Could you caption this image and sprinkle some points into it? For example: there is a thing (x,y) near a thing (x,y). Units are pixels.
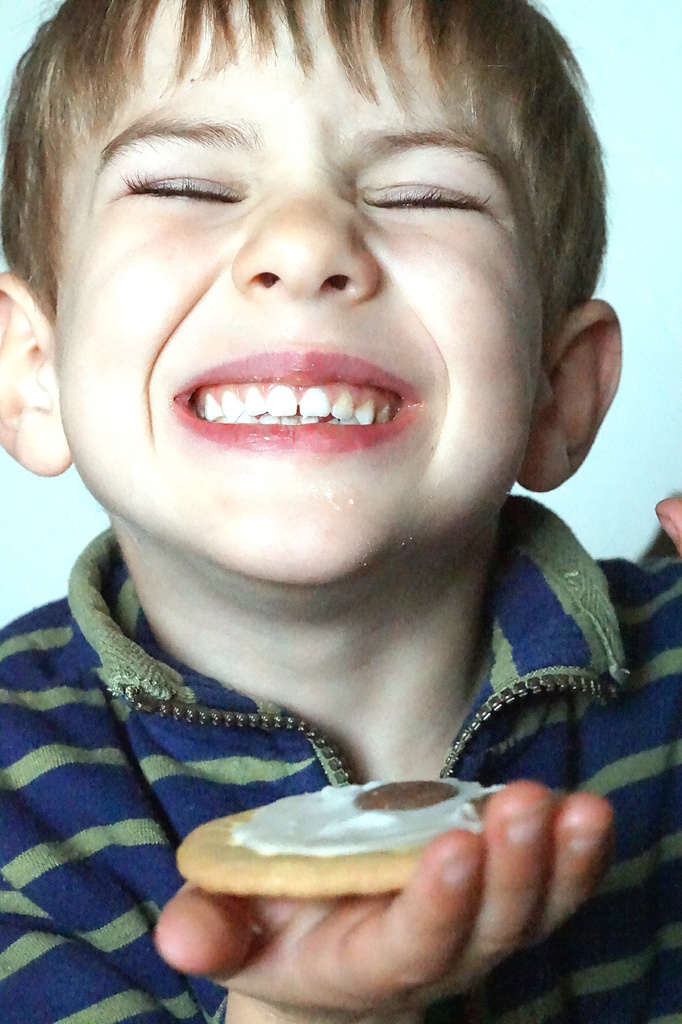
In the middle of the image (422,549) a boy (387,115) is smiling and holding a biscuit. Behind him there is a wall (667,430).
